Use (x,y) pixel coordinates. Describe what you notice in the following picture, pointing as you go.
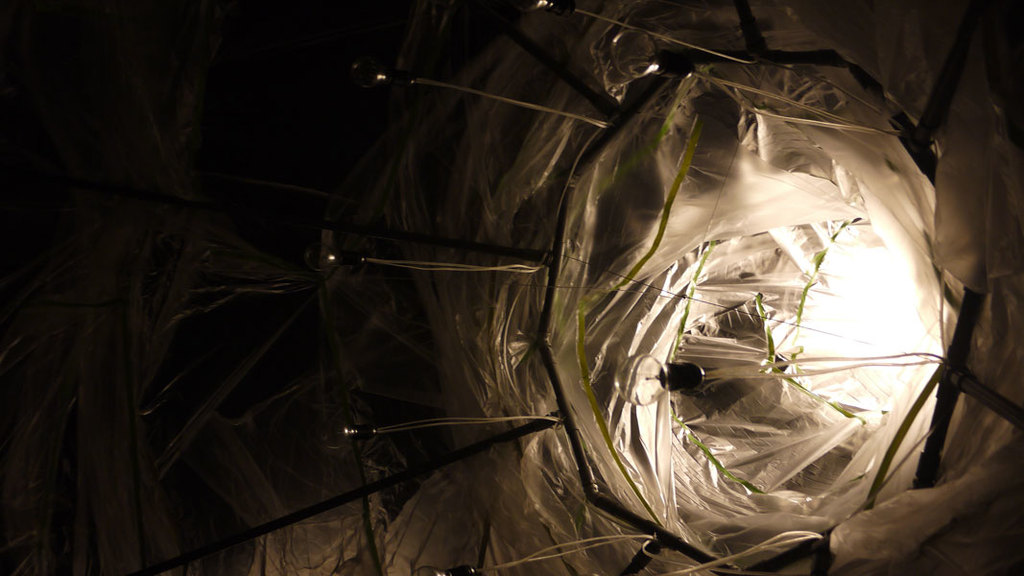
In this image we can see decorative lights (514,104), small rods (633,559) and there is a cover (798,510) on them and we can see a bulb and light (864,294).
